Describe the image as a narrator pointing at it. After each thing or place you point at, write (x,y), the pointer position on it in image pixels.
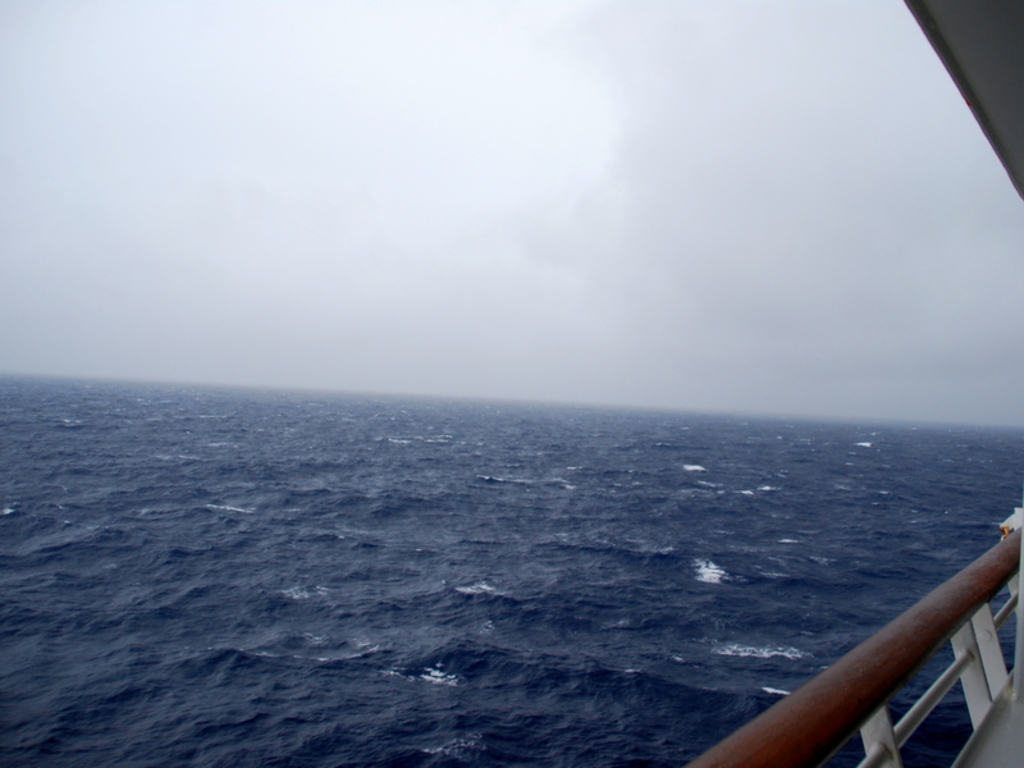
On the right (973,606) there is a fence (959,656) made with metal (981,638). In the background (585,600) we can see water (532,431) and sky (749,69). On the right (967,5) at the top corner (955,45) there is an object (989,73).
